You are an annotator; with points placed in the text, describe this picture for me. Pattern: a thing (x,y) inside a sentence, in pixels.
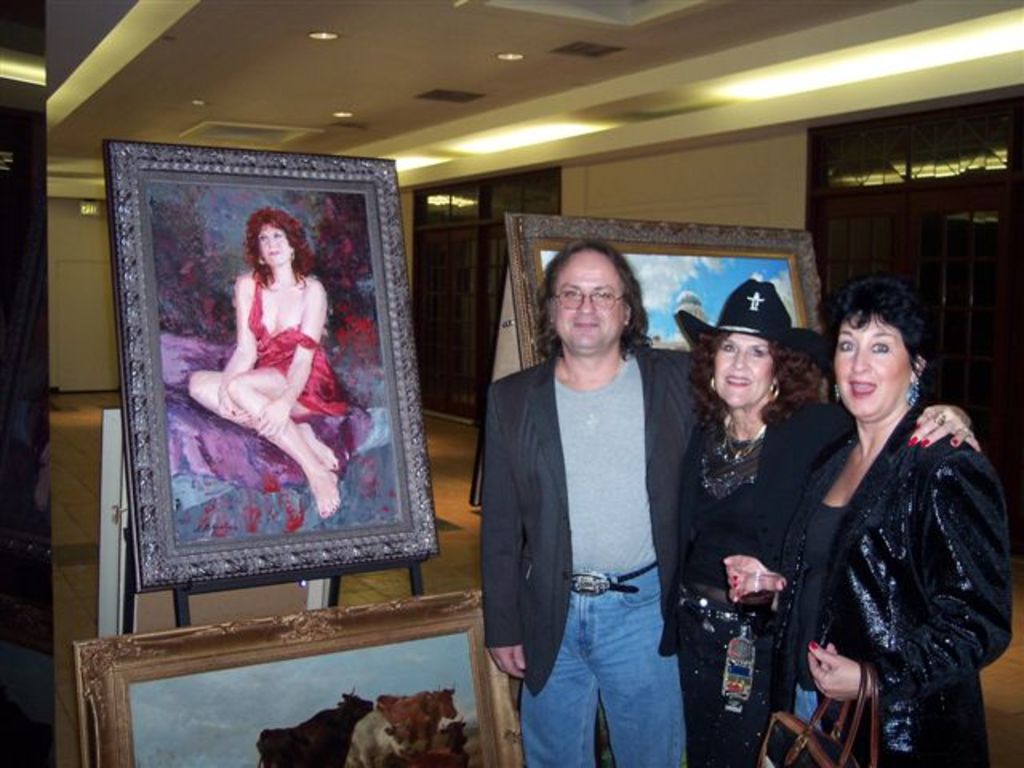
In this picture I can see 2 women (788,554) and a man (667,547) who are standing in front (803,493) and I see that these 3 of them are smiling and behind them I see 3 photo frames (358,426) and in the background (775,156) I see the wall (93,251) and I see the lights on the ceiling (589,43).
